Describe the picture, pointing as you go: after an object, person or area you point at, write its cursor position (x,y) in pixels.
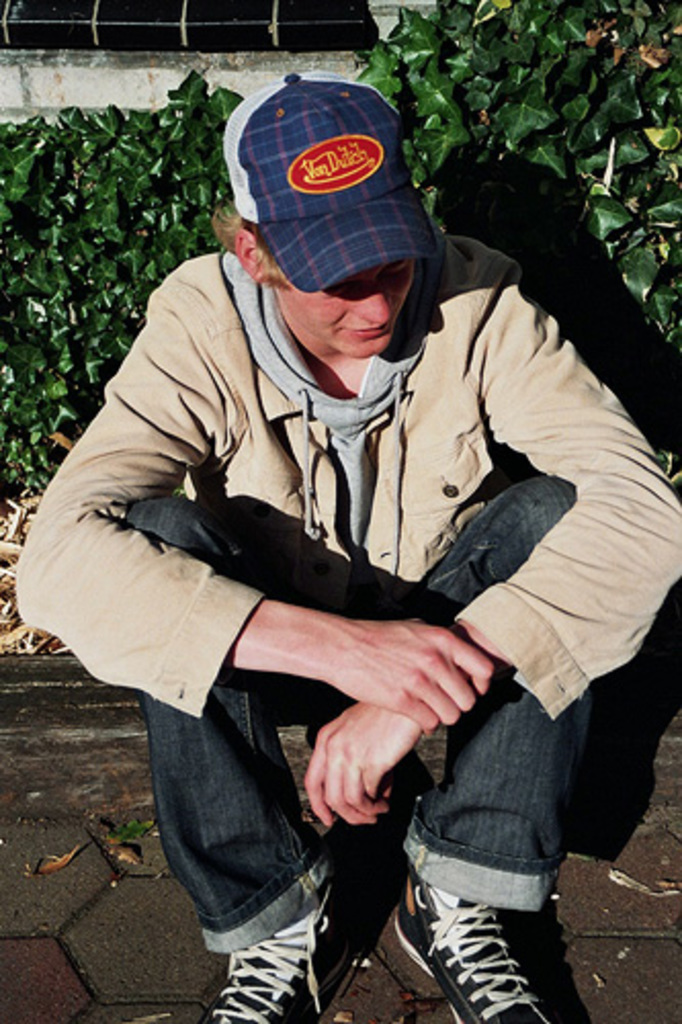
In this image in the center (412,407) there is one man (241,467) who is sitting and in the background (87,256) there are some plants (135,147) and window (122,38), at the bottom (87,937) there is road (573,943).
